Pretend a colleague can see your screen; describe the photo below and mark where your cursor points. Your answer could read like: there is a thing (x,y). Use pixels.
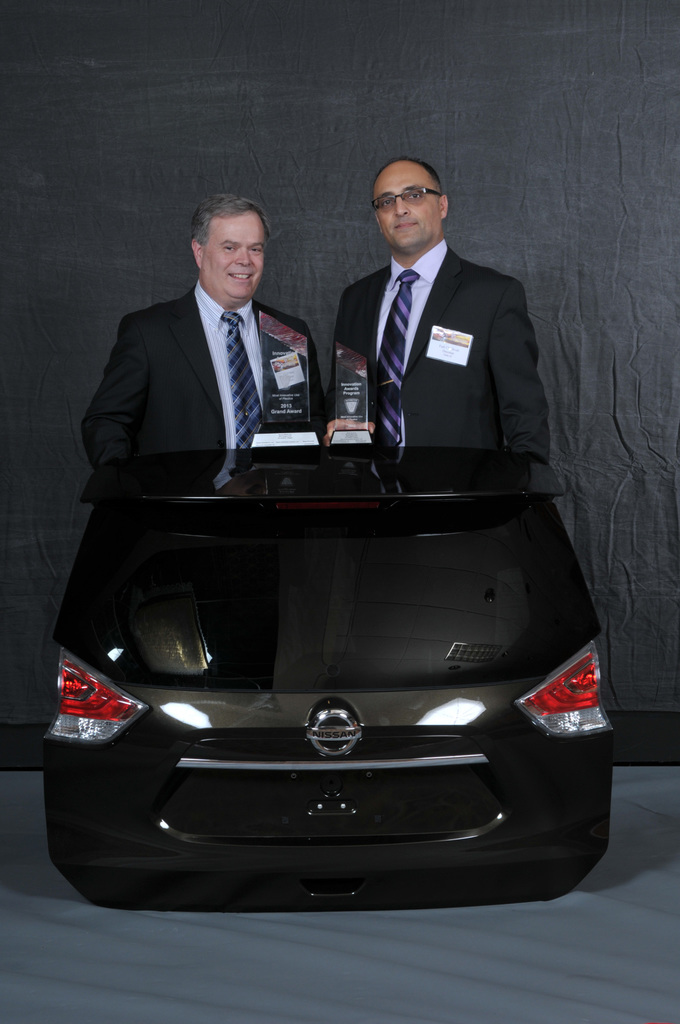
In this picture there are two men (205,361) standing behind a car back door (426,546) which is named as Nissan. There are also mementos (274,441) in their hands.
